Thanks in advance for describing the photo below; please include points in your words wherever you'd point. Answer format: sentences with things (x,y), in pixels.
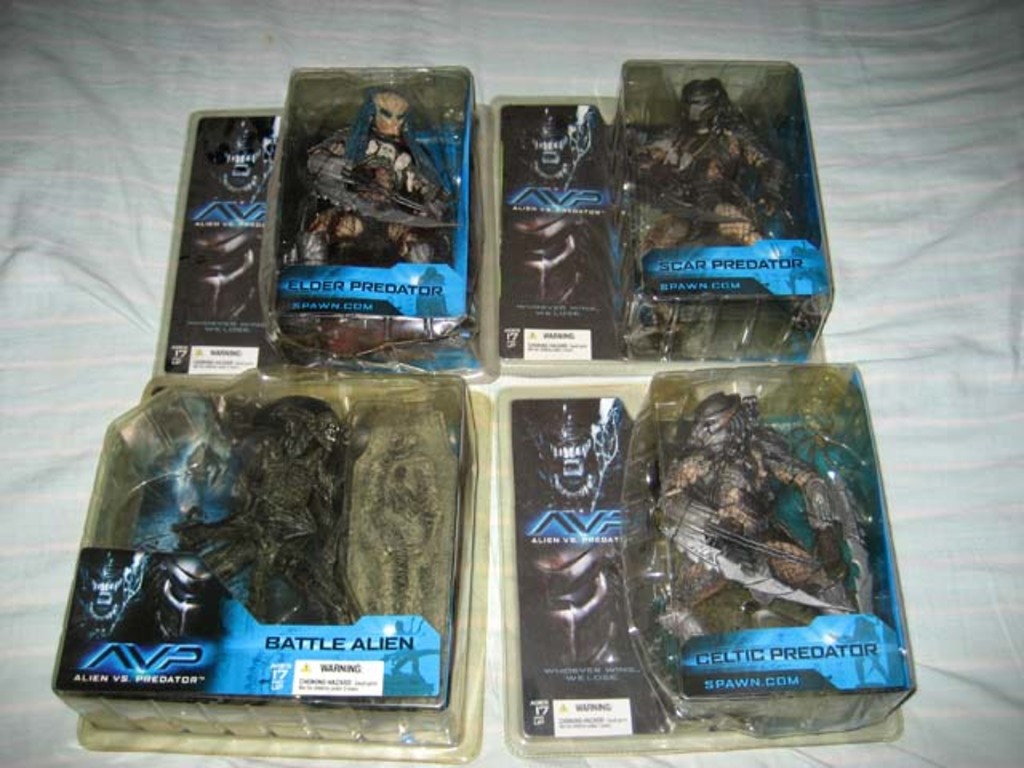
In this image I can see few boxes (582,347) and on this boxes (667,194) I can see something is written. I can also see a cloth (20,285) under these boxes (422,447).
